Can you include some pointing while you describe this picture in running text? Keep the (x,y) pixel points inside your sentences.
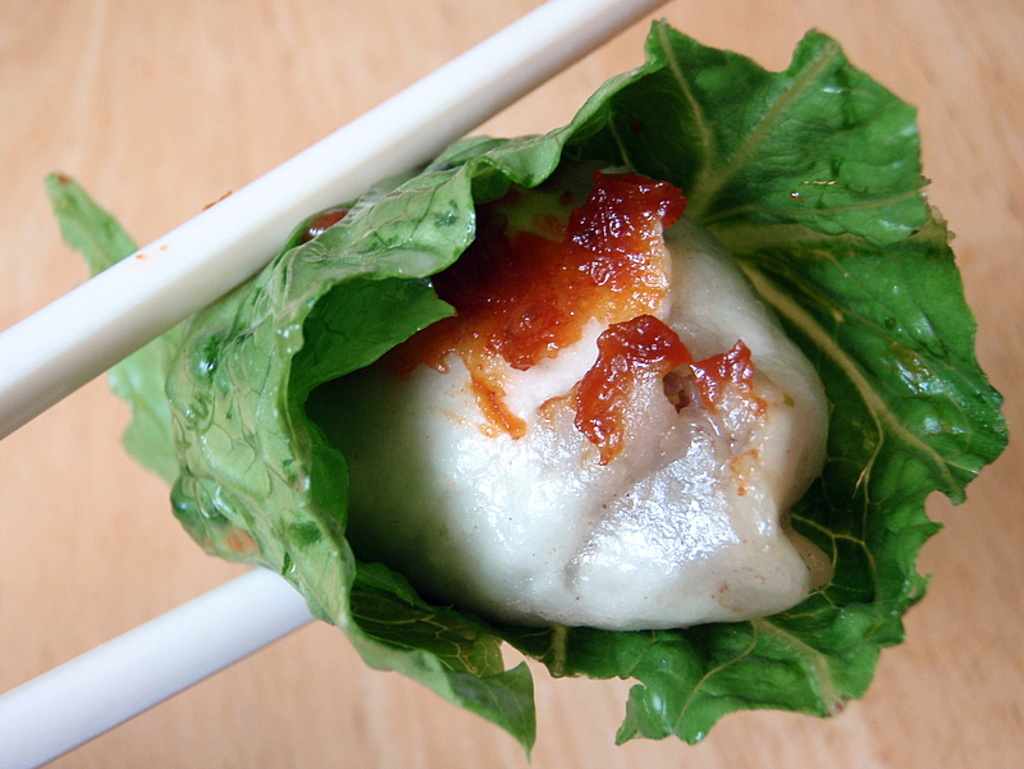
In this image there are two chopsticks (195,640). In between the chopsticks (131,332) there is some food (376,403) which is wrapped with the leafy vegetables (702,727). Background (909,62) there is a wooden material (221,158).
